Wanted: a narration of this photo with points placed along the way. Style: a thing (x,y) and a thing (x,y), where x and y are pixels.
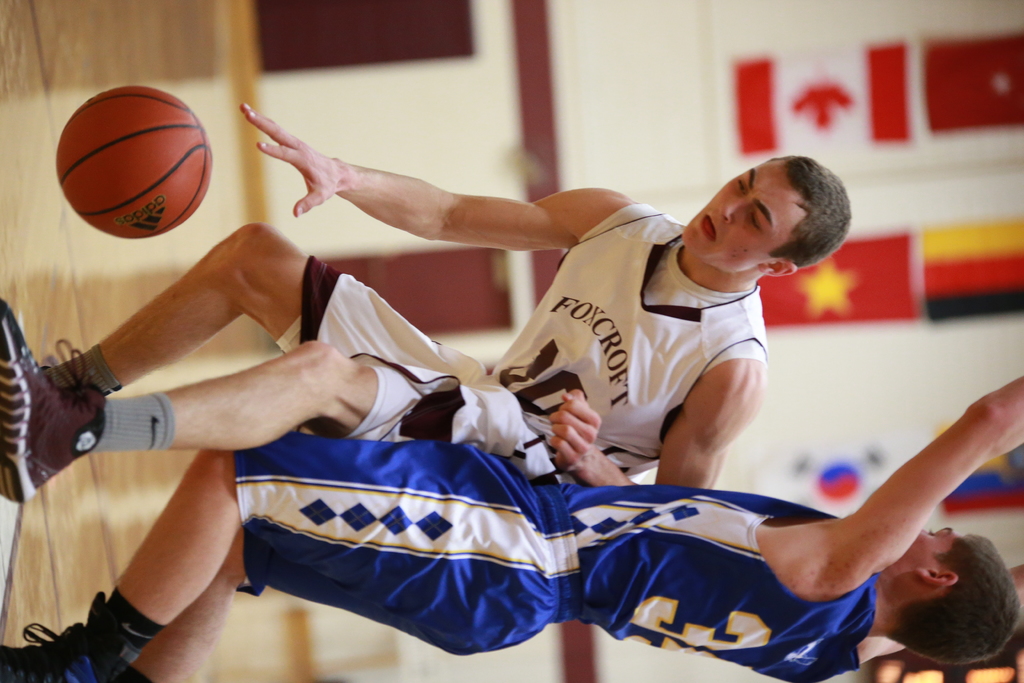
In this picture we can observe two basketball players (671,290). One of them is wearing white color dress (427,364) and the other is wearing blue color dress (514,557). We can observe a basketball (135,154). They are playing in the court (79,605). In the background (779,113) we can observe some flags (950,269) of different countries.
